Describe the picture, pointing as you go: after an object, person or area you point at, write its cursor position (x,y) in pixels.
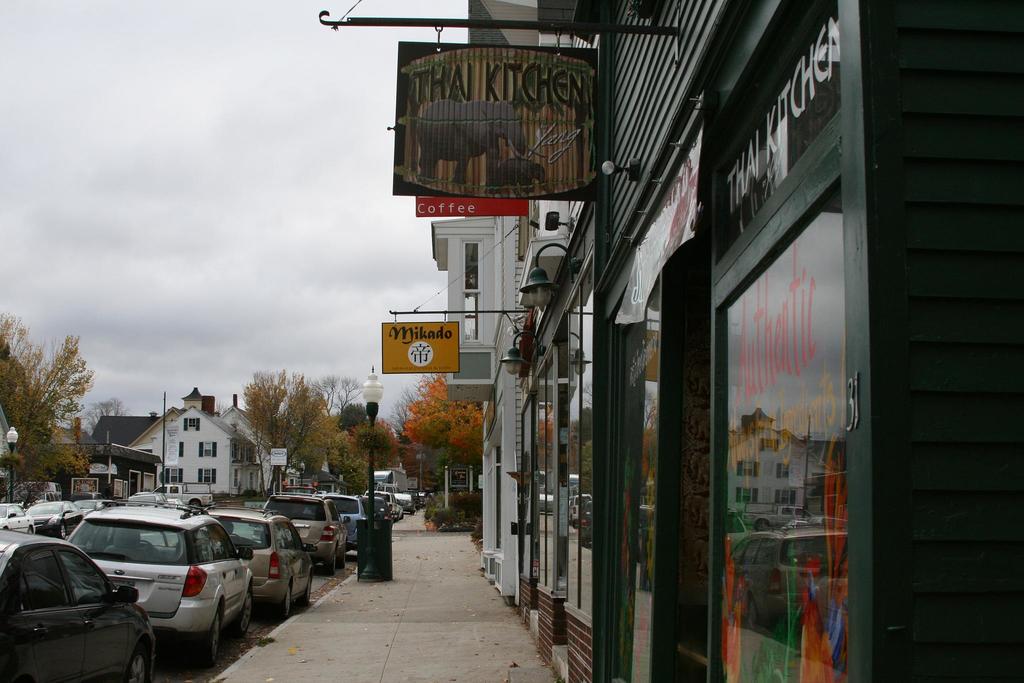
In the image I can see some buildings (756,627), houses (597,620) to which there are some boards (689,164) and around there are some poles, trees (300,428), cars (308,497) and some other vehicles (294,490) on the road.
